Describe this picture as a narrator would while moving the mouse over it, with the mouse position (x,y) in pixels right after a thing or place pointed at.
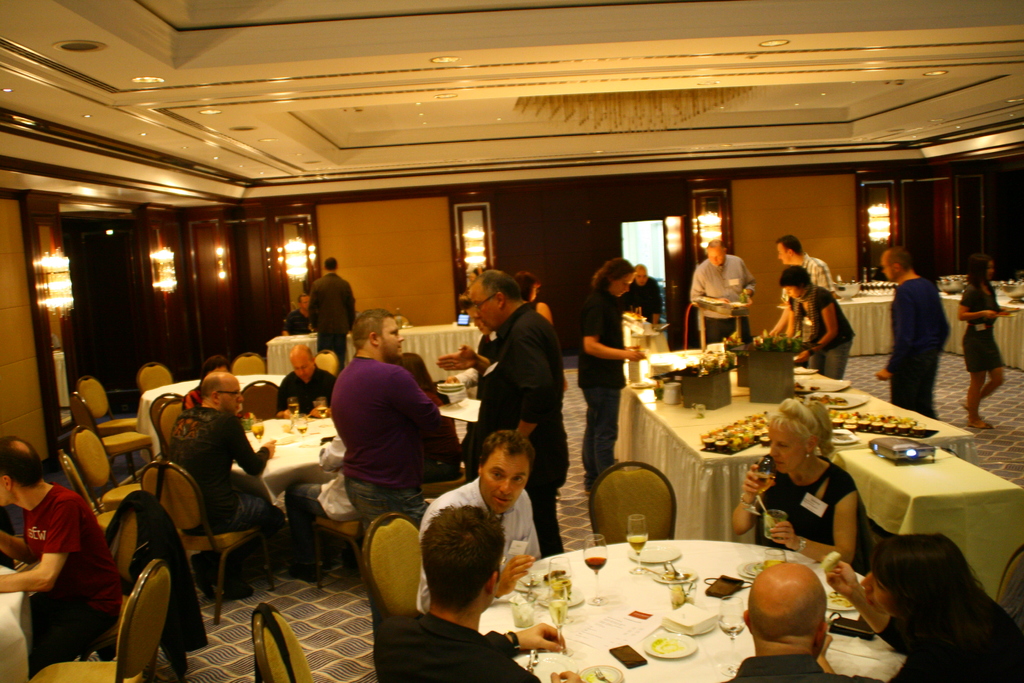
In this image there is restaurant (140,359), in that there are tables (659,599), around the tables (587,579) there are chairs (168,478), in that chairs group of people (528,641) sitting and having their food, in the middle (664,433) there is a table (691,453), on the table (945,440) there are many food items (847,402) some people (819,369) are standing and having their food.
